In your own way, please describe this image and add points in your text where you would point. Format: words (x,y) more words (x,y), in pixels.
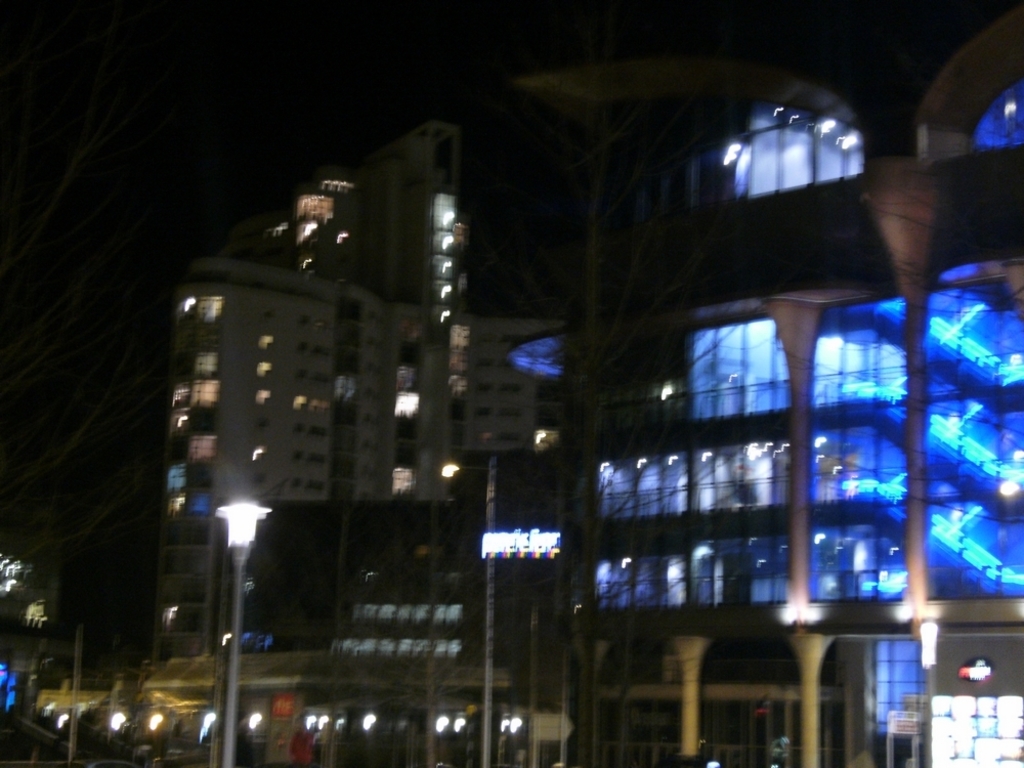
In this image we can see buildings (450,405) with lights (903,613) and a street light (237,587).
